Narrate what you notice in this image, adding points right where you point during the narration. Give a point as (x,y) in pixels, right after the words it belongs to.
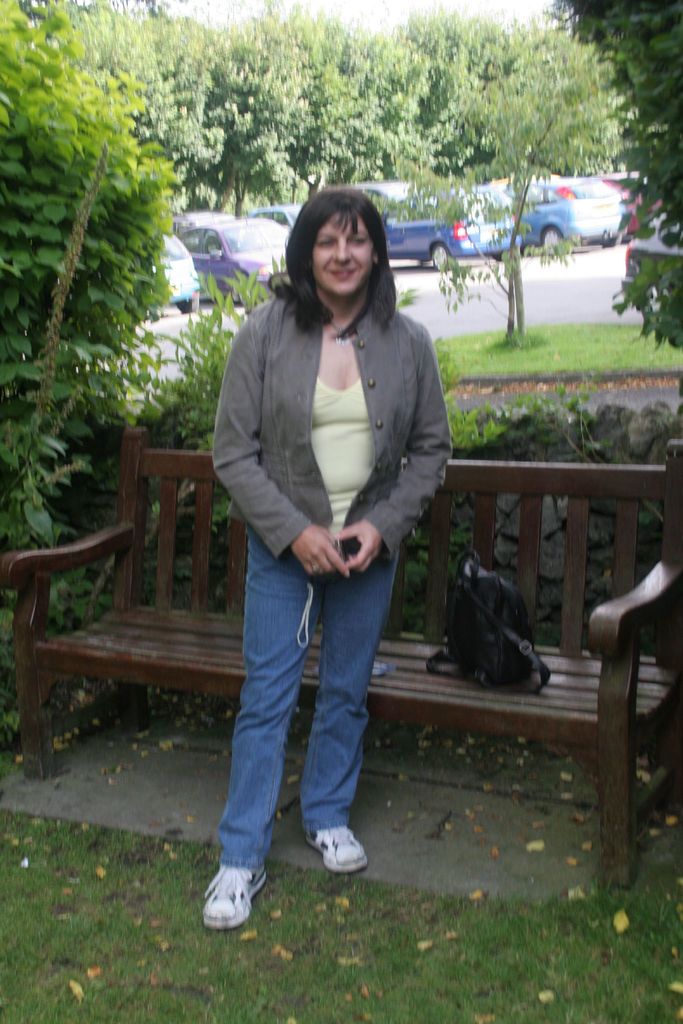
There is a lady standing in front of park bench (103,538) and some trees (302,162) are surrounded.
